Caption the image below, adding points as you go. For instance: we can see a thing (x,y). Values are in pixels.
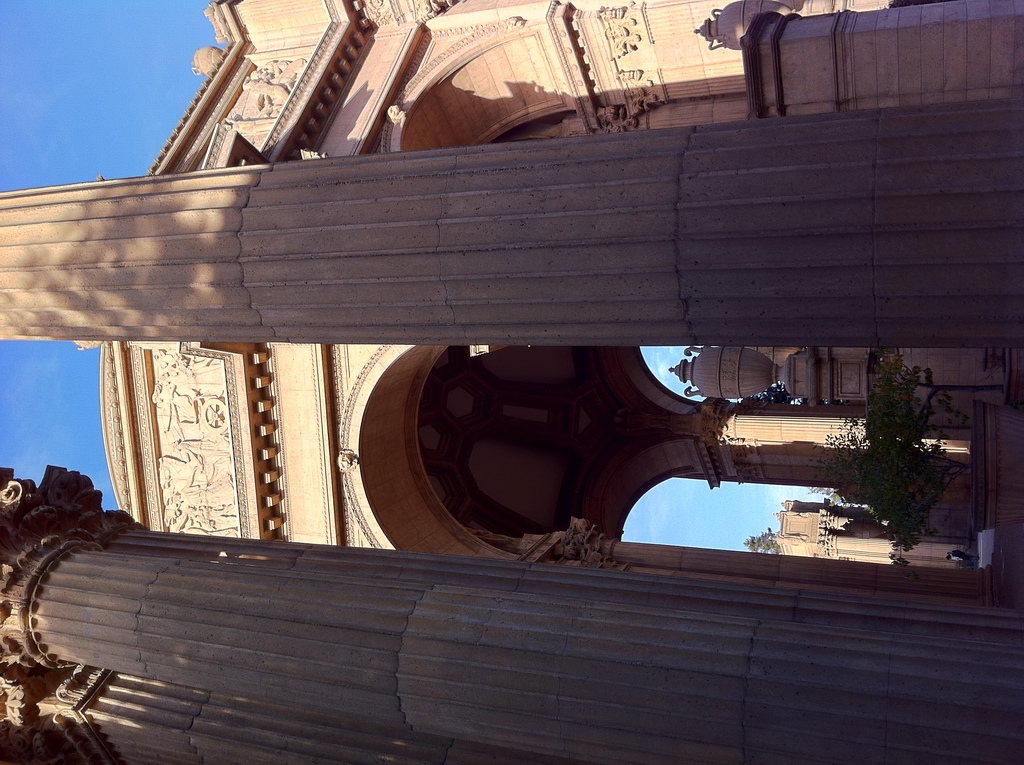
In this picture there are pillars (469,278) and arches (712,456) in the image, there is carved boundary (225,95) at the top side of the arches (437,48) and there are few trees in the image.
